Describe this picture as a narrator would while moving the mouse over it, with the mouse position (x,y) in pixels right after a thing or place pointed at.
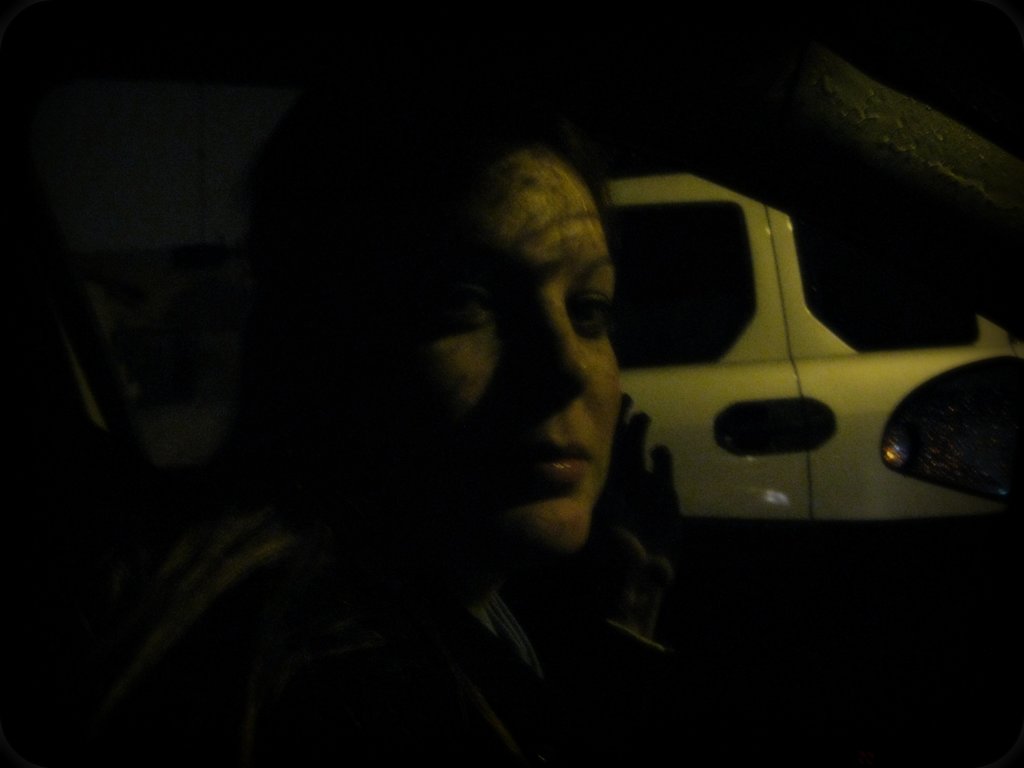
In this image I can see a person (542,324) is sitting inside the vehicle (878,640). Back I can see a mirror (972,427) and image is dark.
